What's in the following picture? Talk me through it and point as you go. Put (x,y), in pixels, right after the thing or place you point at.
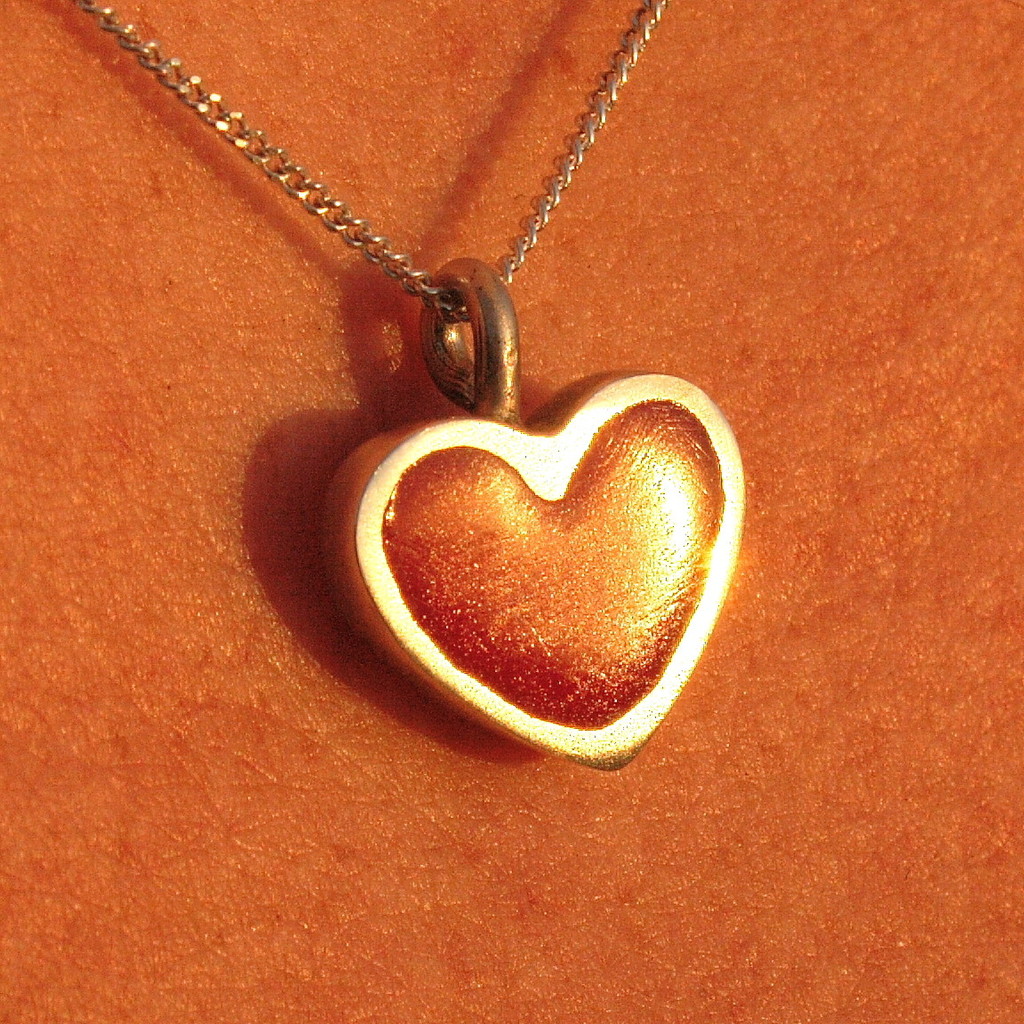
In this image we can see a chain (611,97) with a locket (554,547).
